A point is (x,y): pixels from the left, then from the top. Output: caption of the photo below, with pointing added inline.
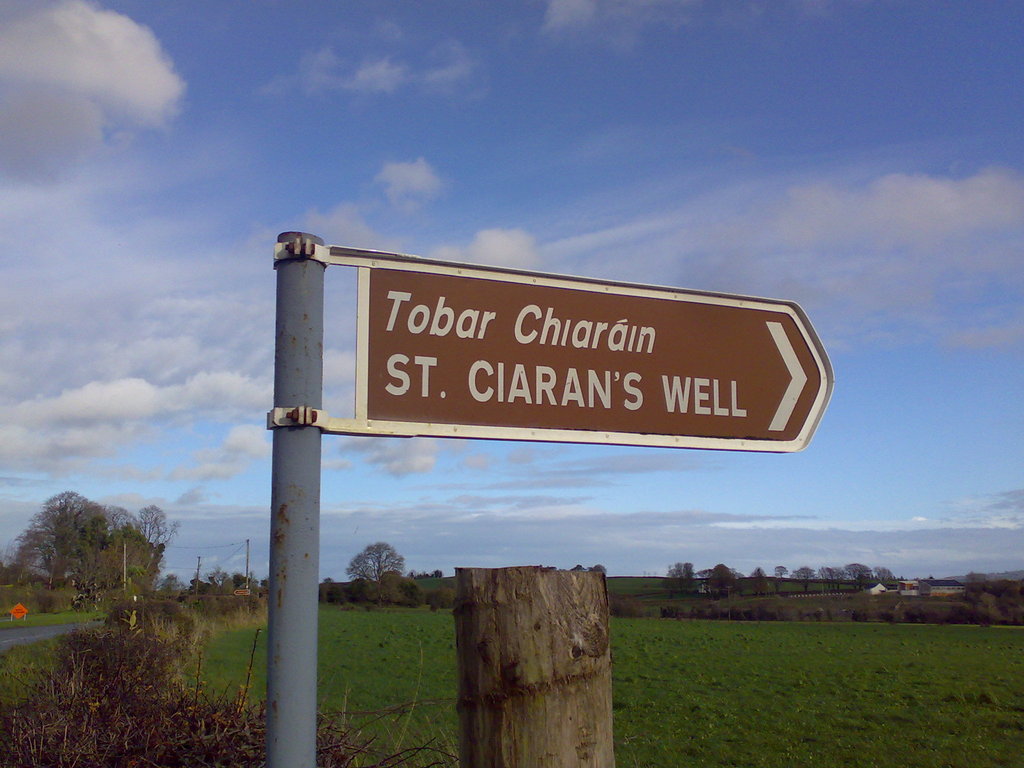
In this image we can see a pole (298,500) with a sign board (497,352). On that something is written. There is a wooden pole (552,631). On the ground (325,657) there is grass (745,656). Also there are trees (75,575). In the background (410,539) there is sky (366,141) with clouds (756,542).
